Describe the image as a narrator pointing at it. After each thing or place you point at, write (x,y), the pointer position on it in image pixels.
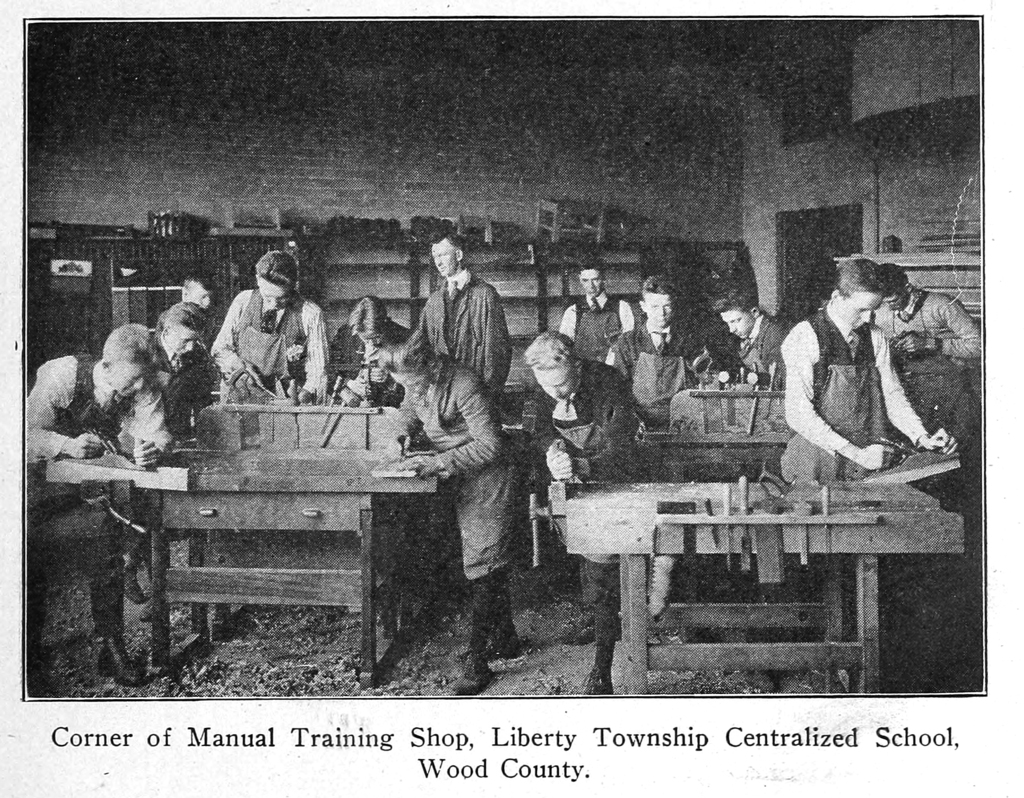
In this image, there are group of people (794,352) standing and doing furniture (266,458) work. The background wall (776,100) is of brick (73,107). This image is a photo of picture taken inside a hall (510,325).
